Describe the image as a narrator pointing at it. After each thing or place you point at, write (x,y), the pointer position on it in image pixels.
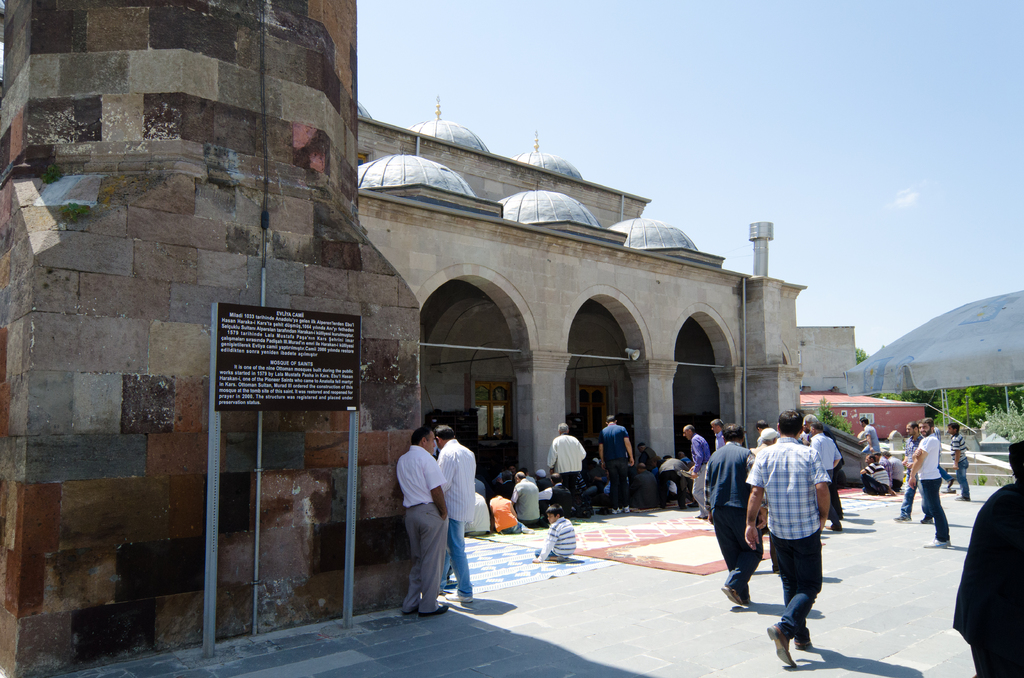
In this picture I can see the path (526,597) in front (238,659) on which there are number of people (718,539) and I see a board (238,380) on the left side (223,387) on which there is something written. In the background (401,394) I see few buildings (679,311) and I see the sky (700,95).
